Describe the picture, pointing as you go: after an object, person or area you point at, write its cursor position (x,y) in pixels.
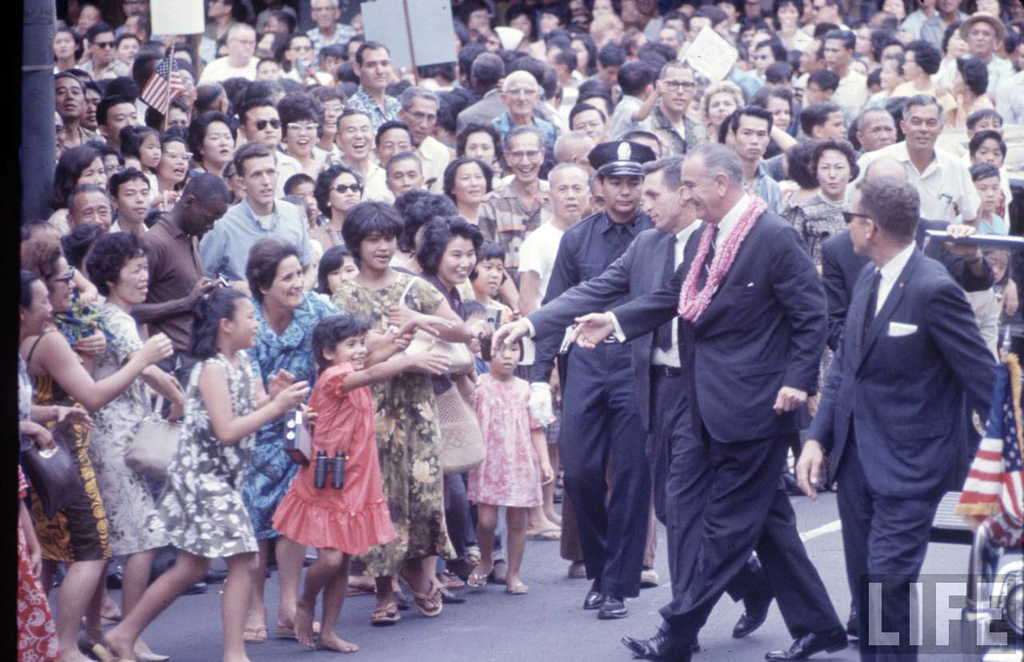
In the center of the image (591,258) there are group of people (709,226) walking on the road (575,589). In the background (471,42) there is a crowd (334,40).
